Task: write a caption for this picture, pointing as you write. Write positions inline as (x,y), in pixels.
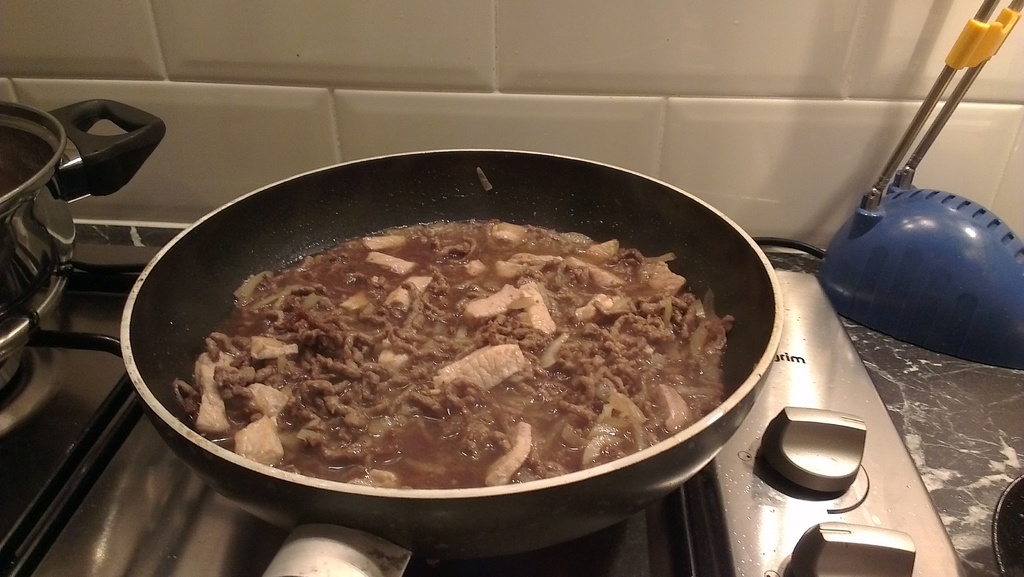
In this image, we can see food (361,295) in the pan (188,279) and there is a container (42,309) on the stove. In the background (908,140), there is an object (923,259) and we can see a pan (1010,497) on the table (918,353) and there is a wall (668,90).
